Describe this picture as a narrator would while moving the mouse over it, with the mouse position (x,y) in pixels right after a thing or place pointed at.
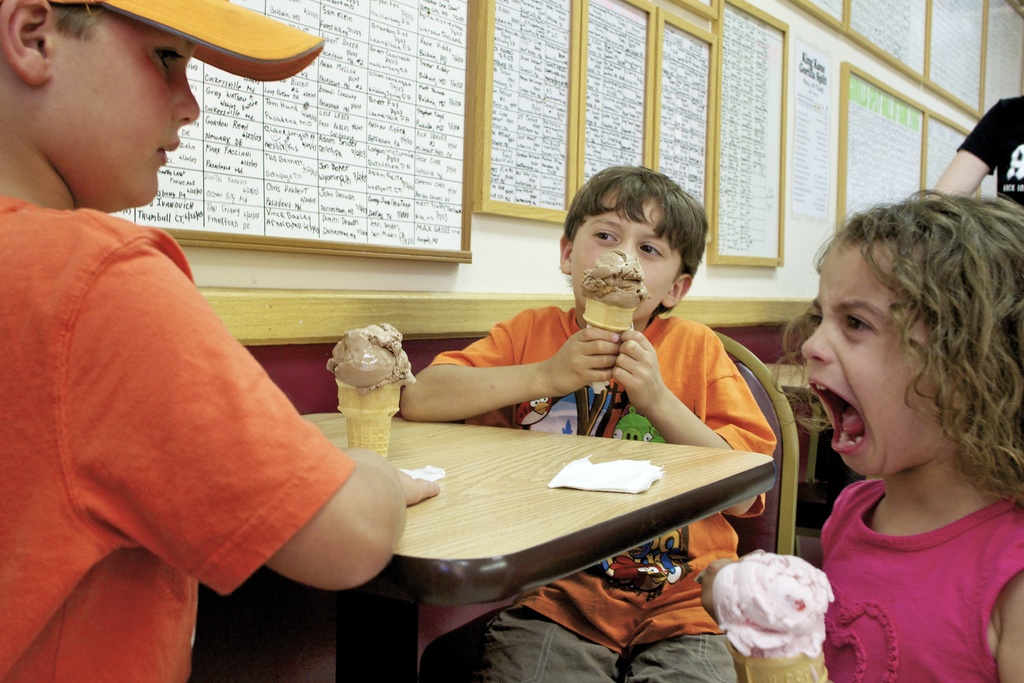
In this image there are three children (954,463) and one person (1014,111). Children (297,426) are sitting on the chair (740,371). The ice cream (363,382) and tissues (573,472) are on the table (502,539). In front there is a boy (663,362) sitting on the chair (782,424) and eating ice cream (643,285). At the background (736,101) there is a wall (795,53) covered with a boards (722,100). On the right side (865,457) the girl (891,409) is shouting.
